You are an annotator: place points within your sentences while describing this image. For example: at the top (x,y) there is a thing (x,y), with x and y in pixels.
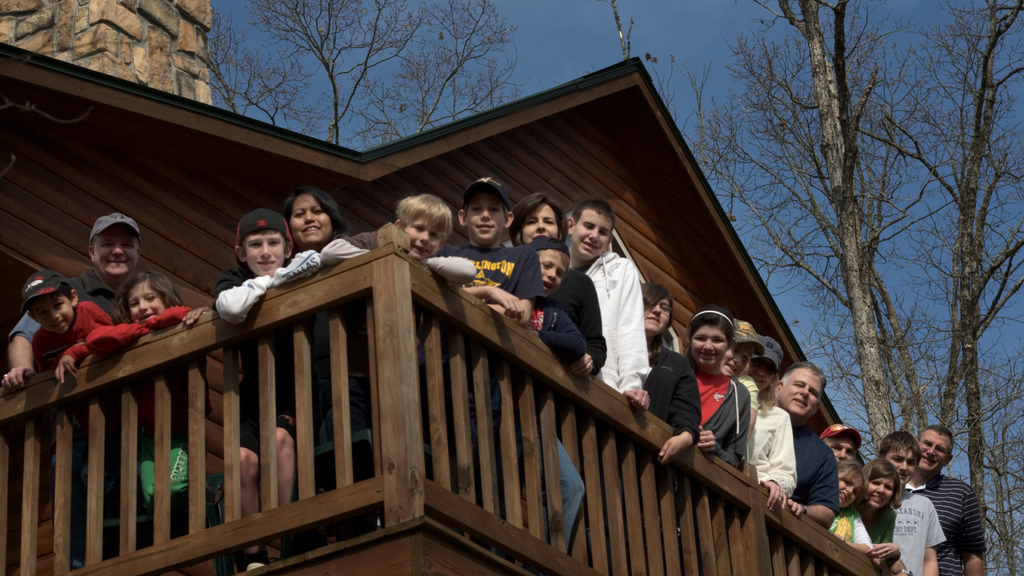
In this image we can see people (758,451), railing (631,488), and wooden wall (456,219). In the background (750,256) there are trees (419,50), rock wall (206,42), and sky (598,41).
